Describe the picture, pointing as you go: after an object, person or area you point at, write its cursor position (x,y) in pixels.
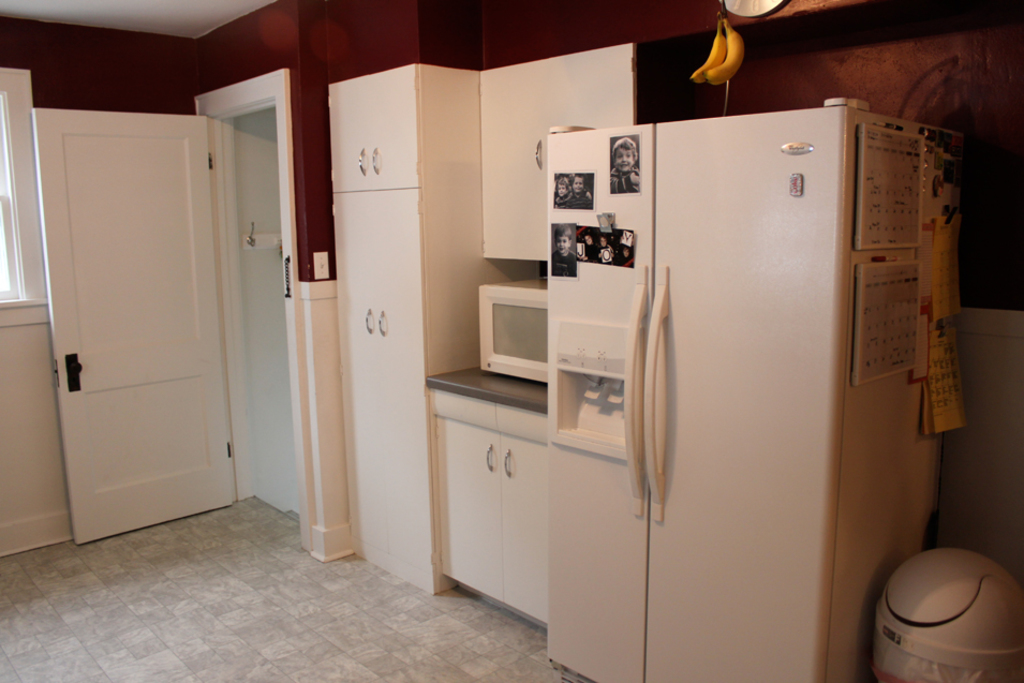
In this picture I can see a white color door (130,347), cupboards (428,287), refrigerator (658,296) and micro oven (511,332) on the table (486,398). I can also see banana (720,46) and other objects (937,630).
